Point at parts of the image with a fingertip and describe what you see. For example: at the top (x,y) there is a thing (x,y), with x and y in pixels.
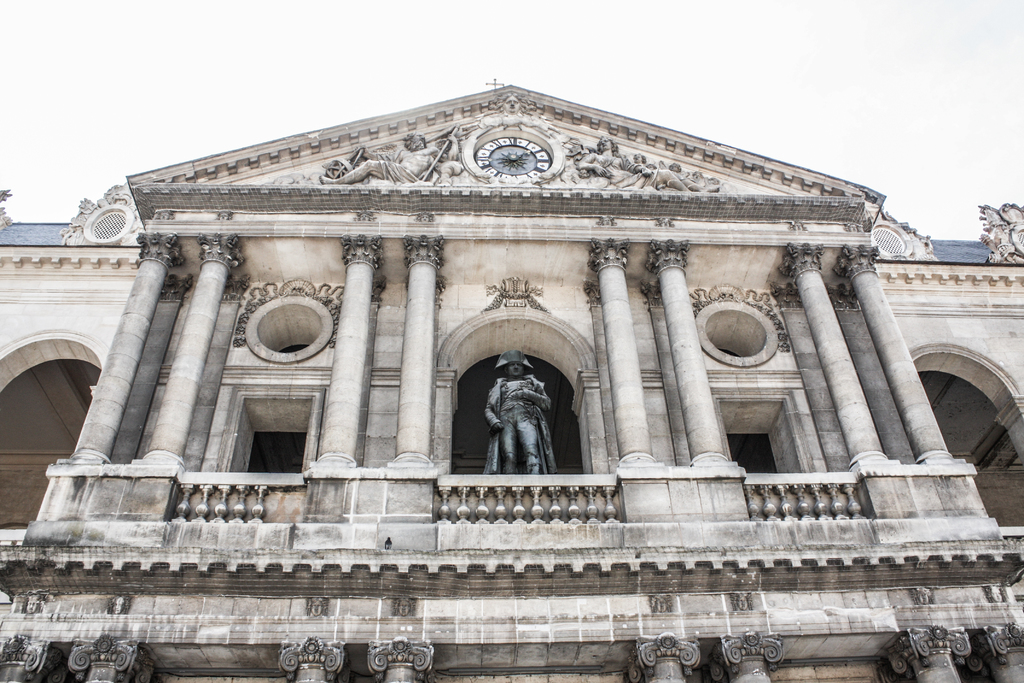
In this image I can see a white colour building (472,430) and on it I can see number of sculptures (436,164). I can also see white colour in the background (391,102).
